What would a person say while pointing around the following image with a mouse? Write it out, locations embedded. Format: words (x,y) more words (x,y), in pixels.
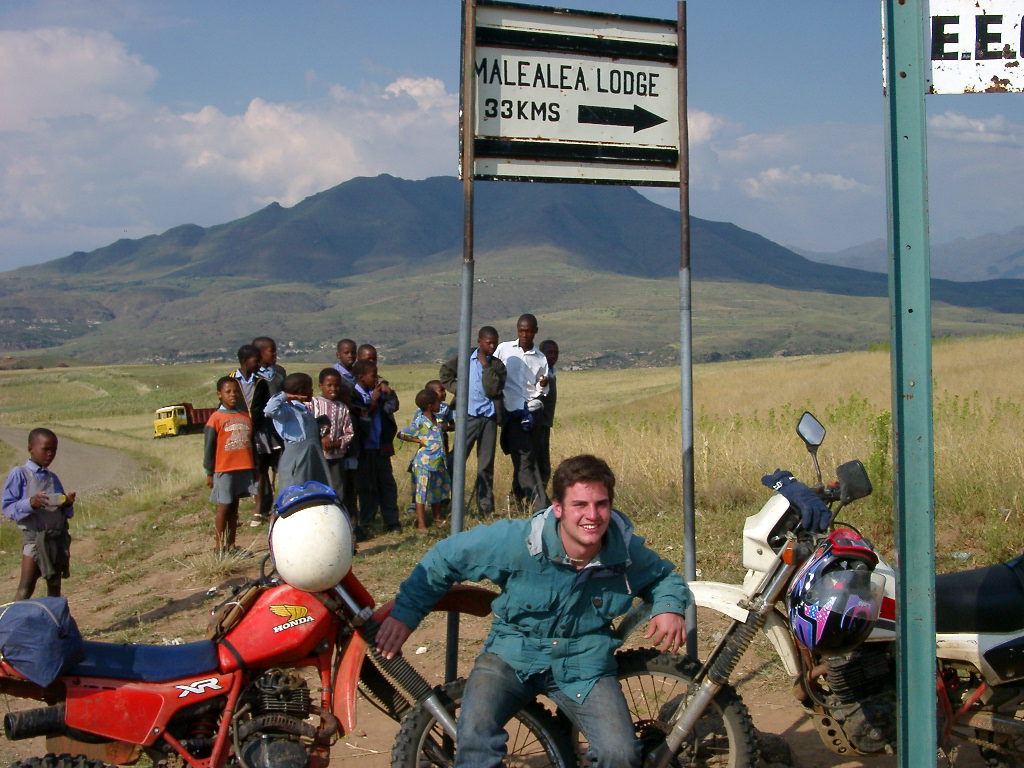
In this image there is a man (561,561) sitting on the tyres (631,672). There are two motorbikes (264,641) on either side of him. Behind him there is a directional board (611,95). On the right side (898,225) there is an iron pole (910,294). In the background (341,438) there are few kids (357,419) standing on the ground (433,542). In the background (340,282) there are hills (286,238). At the top (251,44) there is sky (251,23). On the left side (195,408) there is a lorry (198,414) on the road (88,453).
